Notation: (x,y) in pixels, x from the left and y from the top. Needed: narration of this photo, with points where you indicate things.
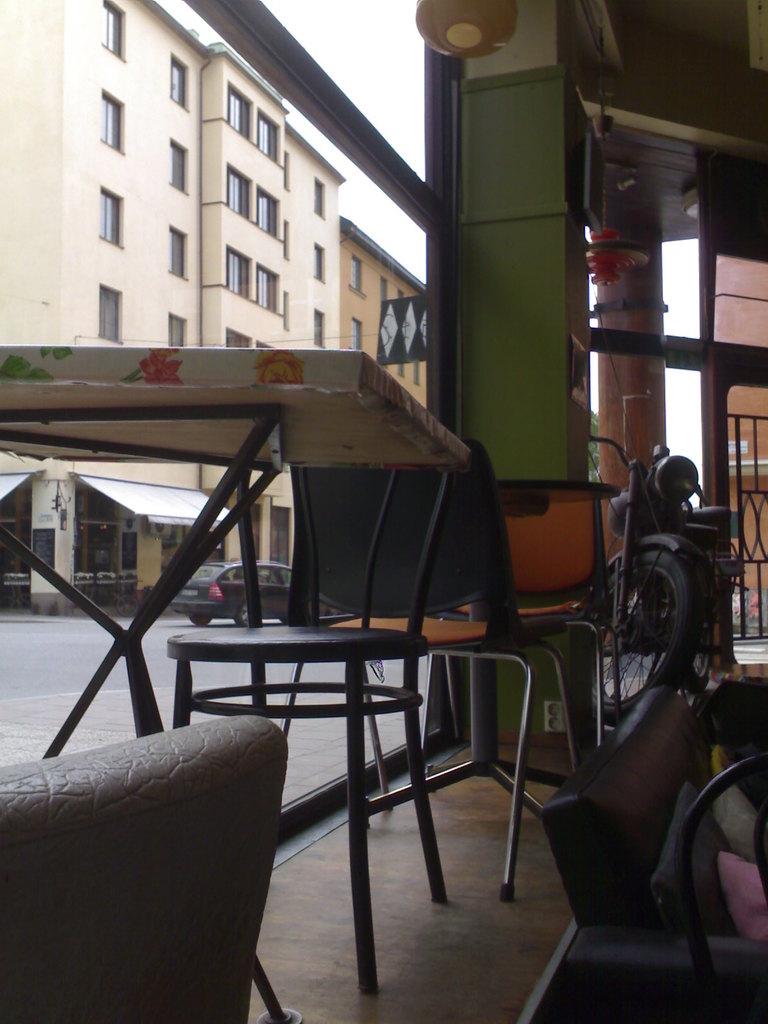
In the image we can see there is a table (184,412) and chair (359,639) and on the other side there is a building (175,146) and another back there is a bike (686,602) parked.
